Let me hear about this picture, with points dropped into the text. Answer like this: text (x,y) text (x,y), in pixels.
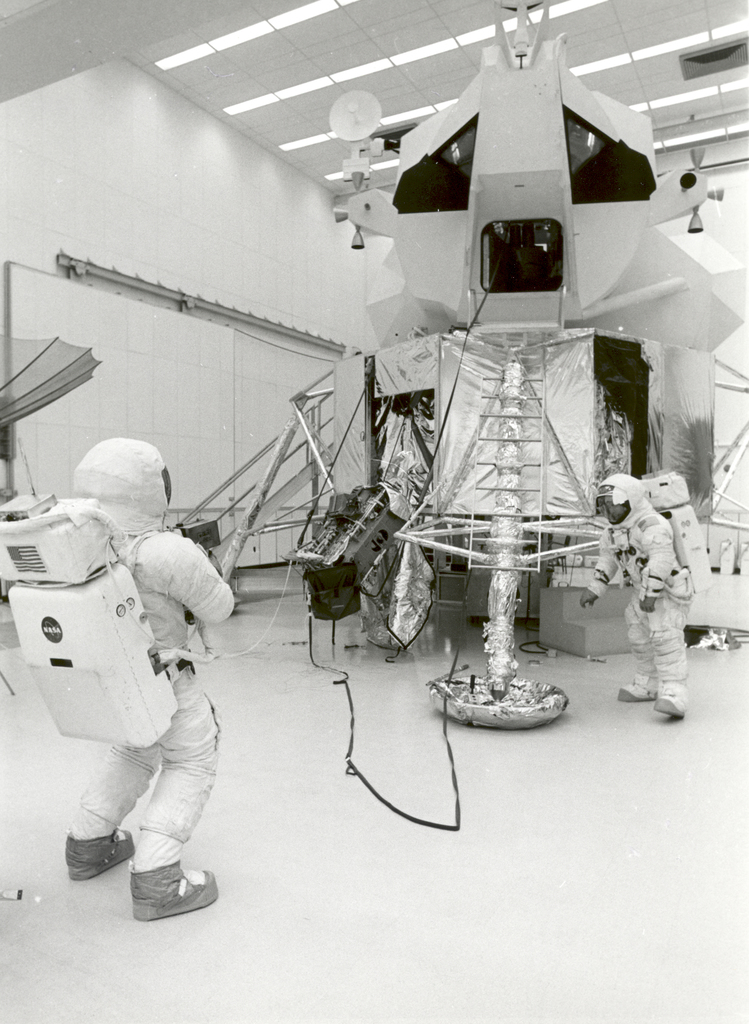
In the picture I can see two persons (110,829) wearing space suits (106,824) are standing on the floor (515,757), here I can see some machine (520,550), the wall (128,193) and ceiling lights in the background (671,152).
